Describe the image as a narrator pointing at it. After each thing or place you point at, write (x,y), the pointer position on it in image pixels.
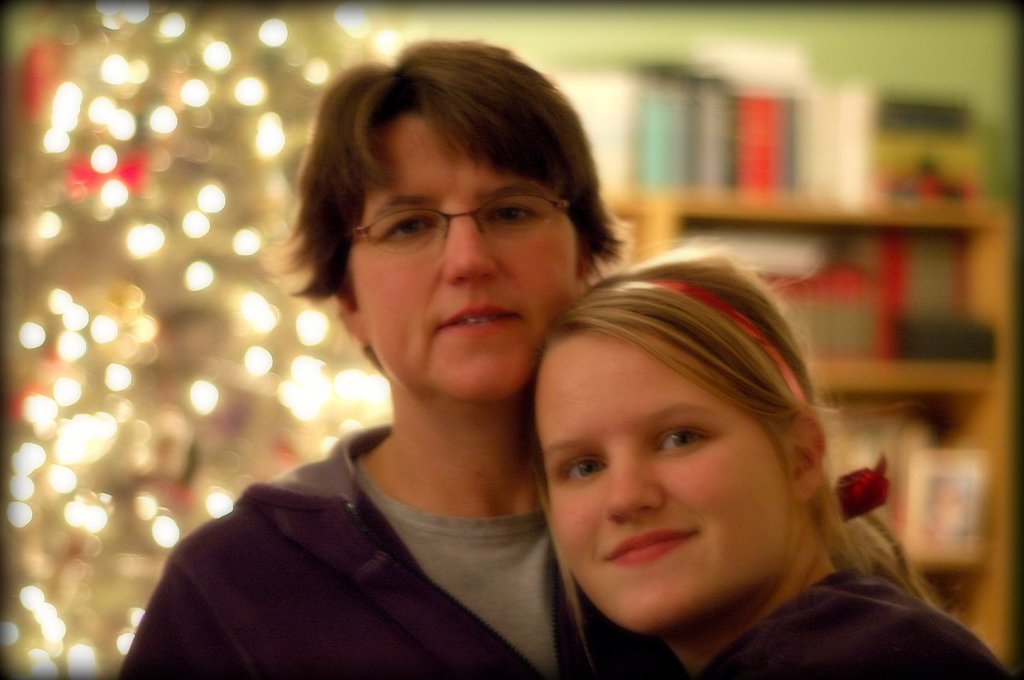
In this image we can see a woman (667,439) and another woman (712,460). In the background (859,344) there are decor lights (275,289) and shelves (778,216).
